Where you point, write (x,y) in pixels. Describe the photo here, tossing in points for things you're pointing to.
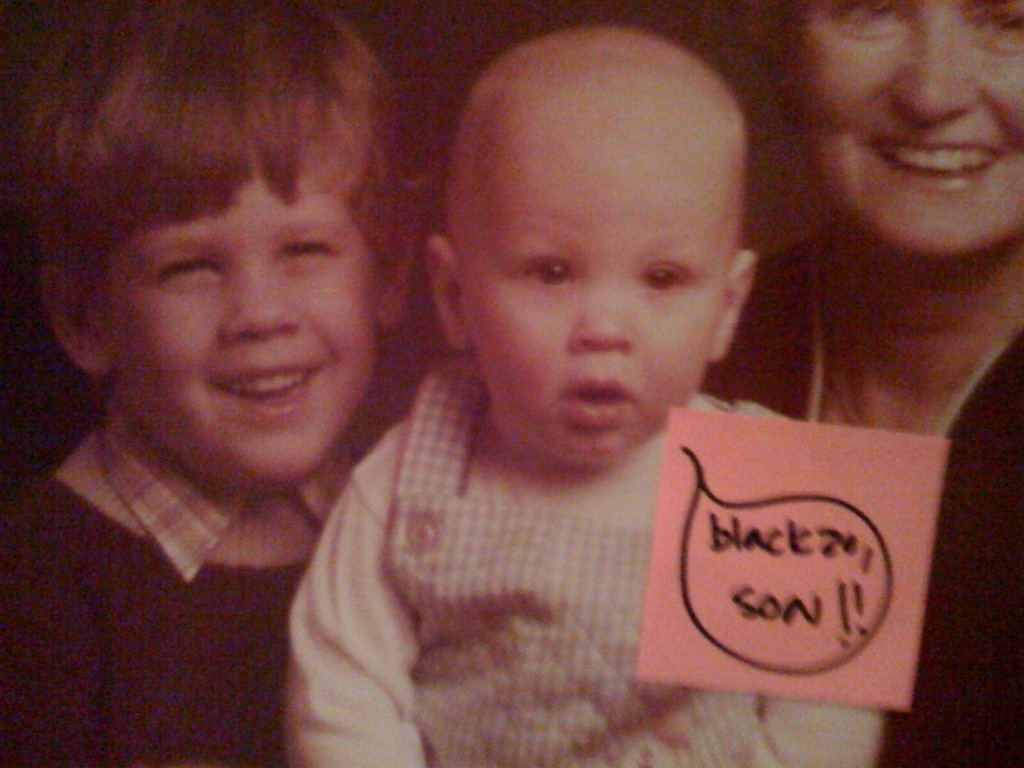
There are people (705,73) and these two people (838,175) smiling. In the background (402,64) it is blur. We can see some text (808,550).
